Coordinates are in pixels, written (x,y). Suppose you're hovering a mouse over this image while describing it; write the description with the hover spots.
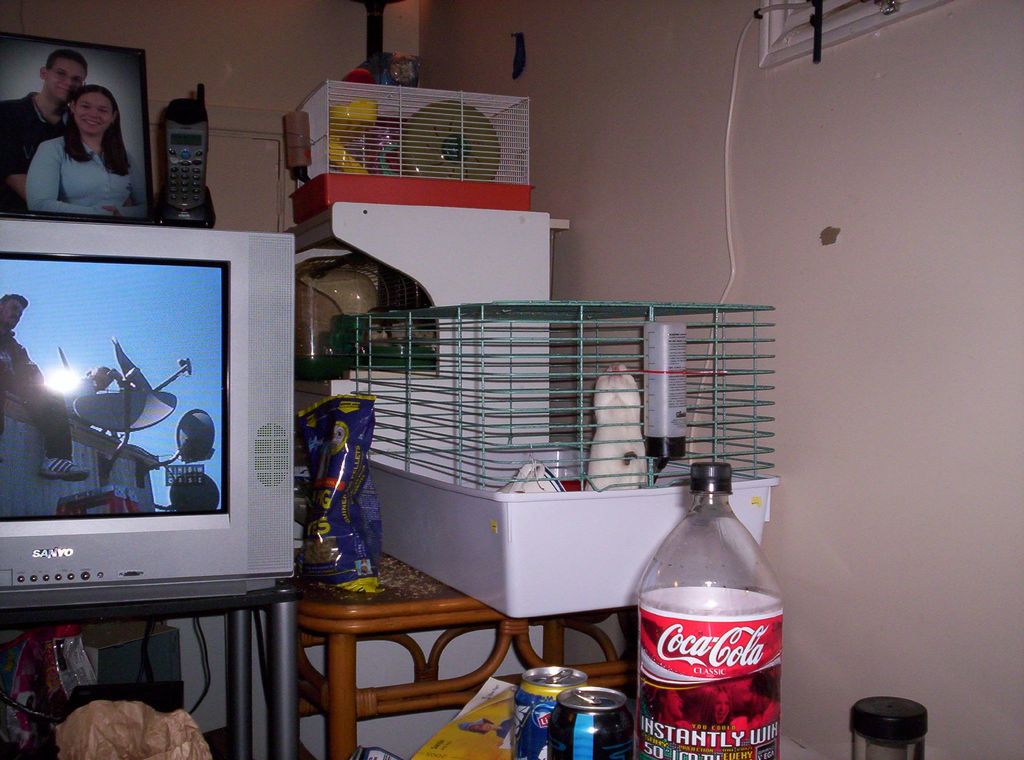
In this picture we can see television (140,304) and on television (125,316) we have photo frames (75,121), phone (199,98) and aside to this we have table (393,618) and on table (355,618) we can see cover (365,460), basket (489,462), tray (569,545) some items (520,473) in it and in front (674,553) we can see bottle (664,563), tins (564,717), wall (652,143).
